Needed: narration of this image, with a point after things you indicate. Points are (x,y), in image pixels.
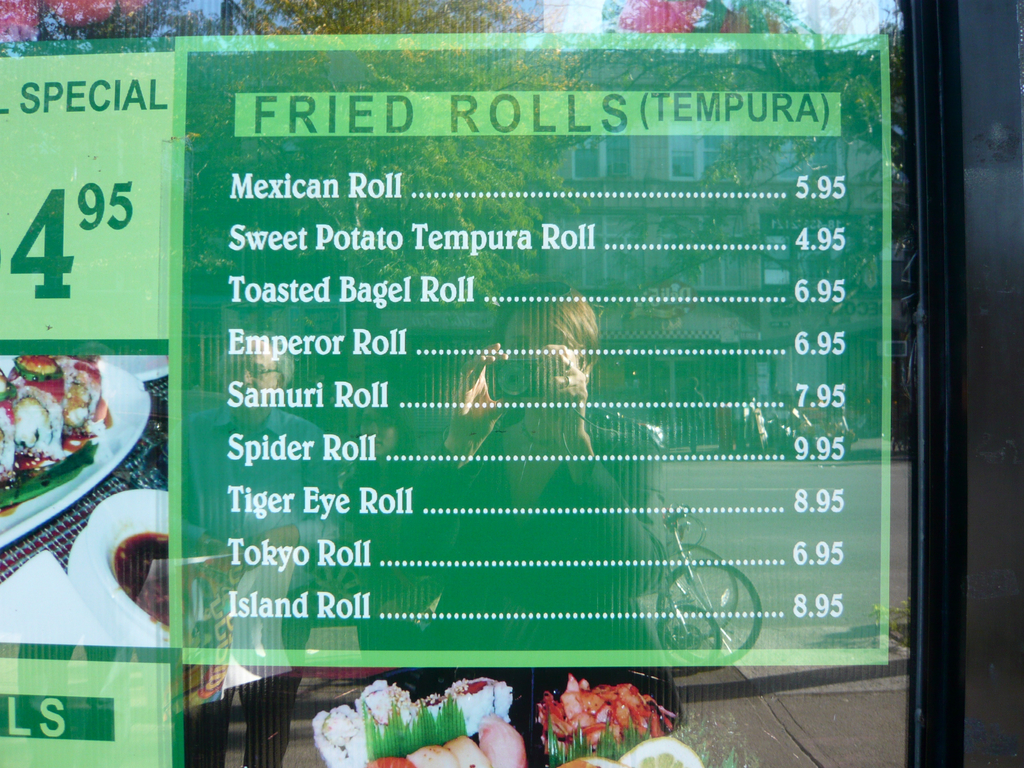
In the image it looks like there is a glass (868,700) and there are menu stickers (204,177) attached to the glass (331,18) and the pictures of few people (518,580), a building (771,328), trees (485,78) are being reflected on the glass (467,572).
